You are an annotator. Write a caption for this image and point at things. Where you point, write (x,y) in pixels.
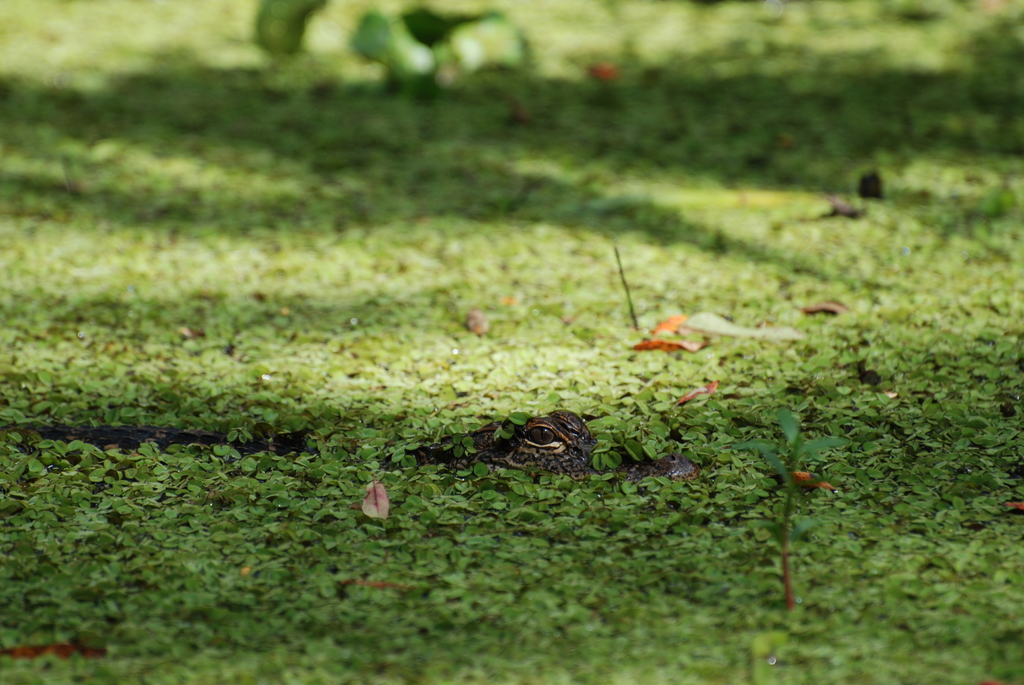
In this image we can see there is a crocodile (579,422) on the surface (309,503) of the leaves (330,573).
